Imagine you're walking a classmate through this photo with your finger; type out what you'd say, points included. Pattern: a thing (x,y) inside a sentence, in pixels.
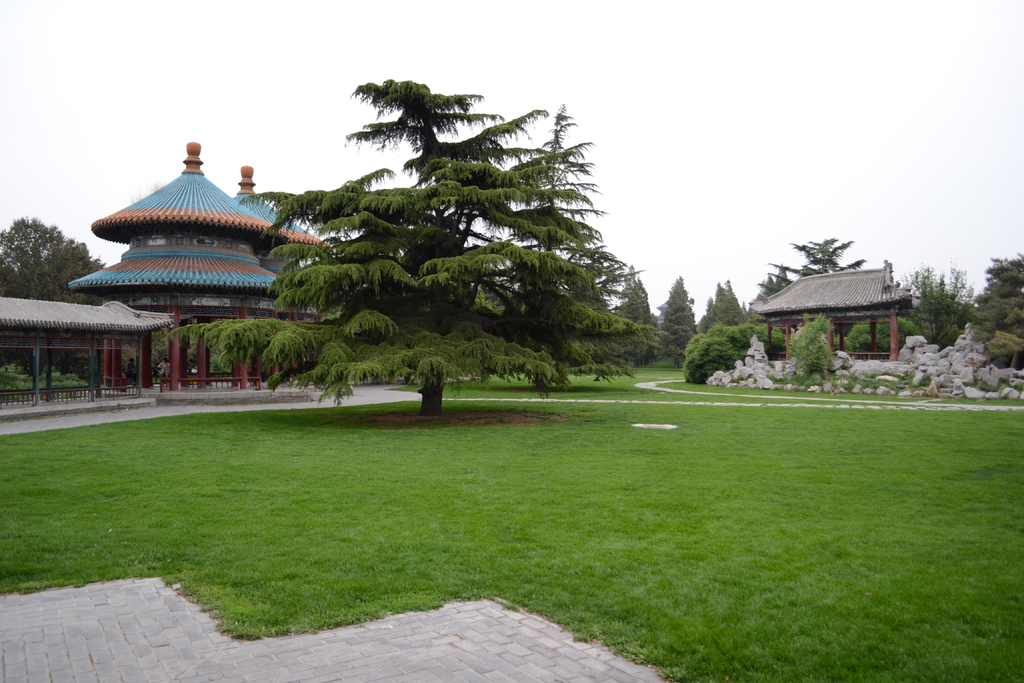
In the image there are many trees (533,316) on the grass land (695,542), there is a shed (850,322) on the right side (819,303) with a temple (228,293) on the left side (236,278) and above its sky (310,47).
